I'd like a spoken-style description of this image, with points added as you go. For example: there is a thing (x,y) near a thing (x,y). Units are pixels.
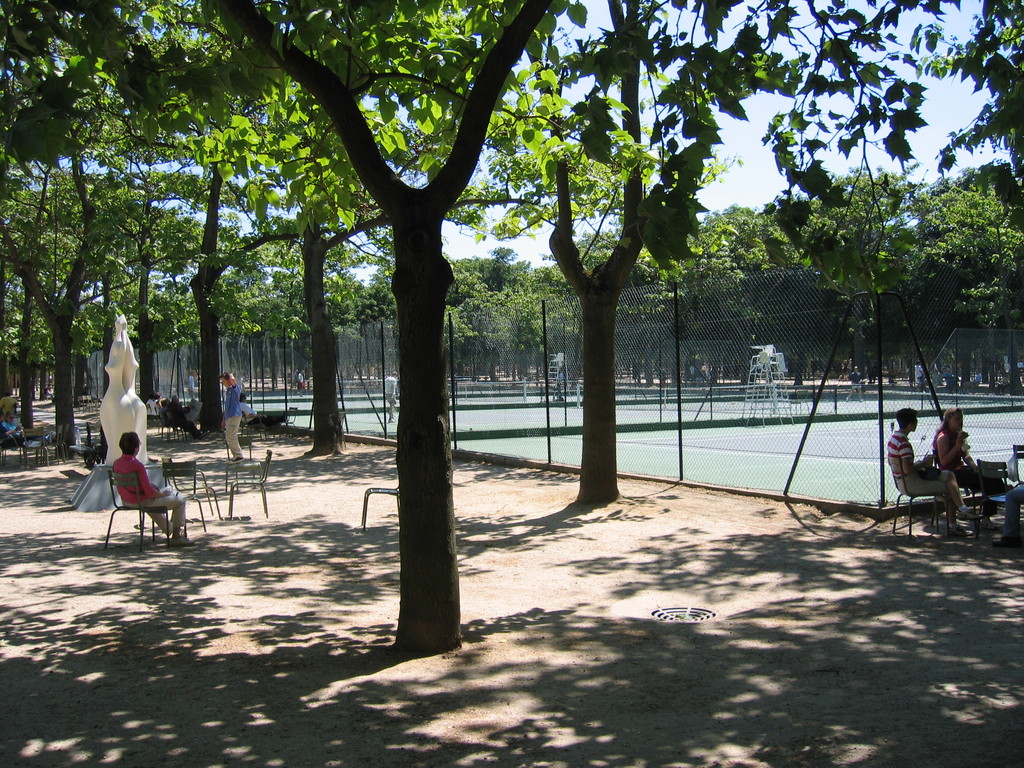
This picture is clicked outside and we can see the group of persons (1018,513) sitting on the chairs (1005,479) and we can see the trees (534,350), mesh (548,311), metal rods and sculpture of some objects (141,424) and we can see there are some objects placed on the ground (613,523). In the background (743,129) we can see the sky (743,129), trees (585,325) and a person (236,401) seems to be standing on the ground (224,467), group of persons (302,386), metal objects (755,385) and many other objects (783,398).
